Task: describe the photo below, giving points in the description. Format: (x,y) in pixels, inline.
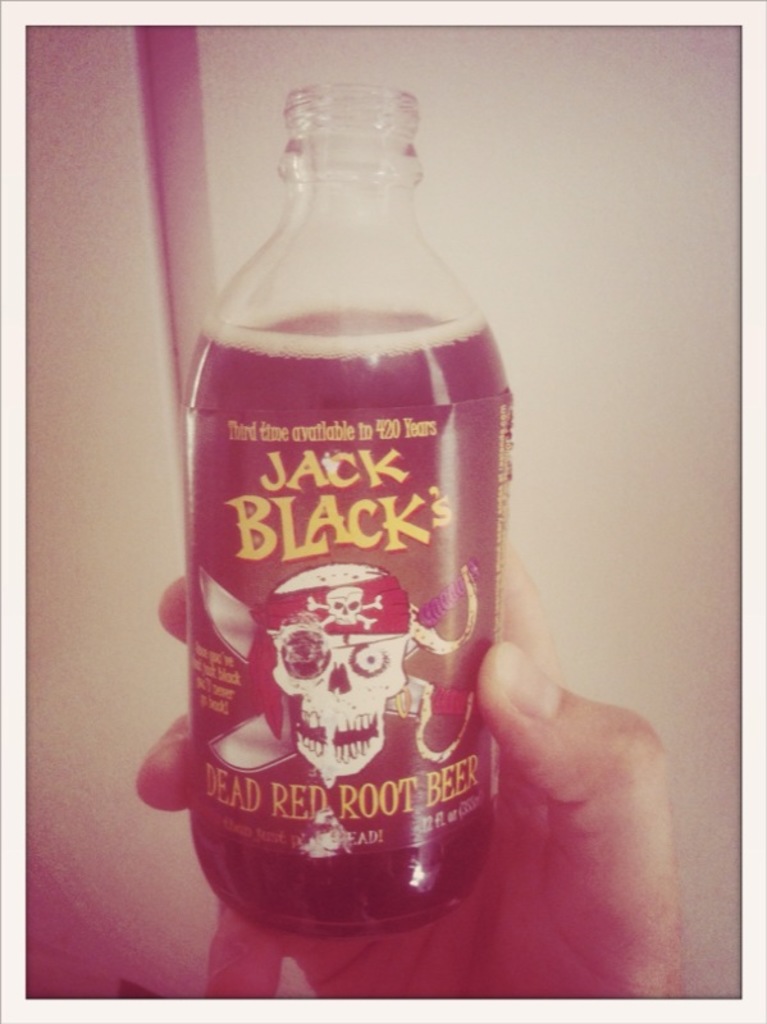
In this image the person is holding a glass bottle (281,475).
